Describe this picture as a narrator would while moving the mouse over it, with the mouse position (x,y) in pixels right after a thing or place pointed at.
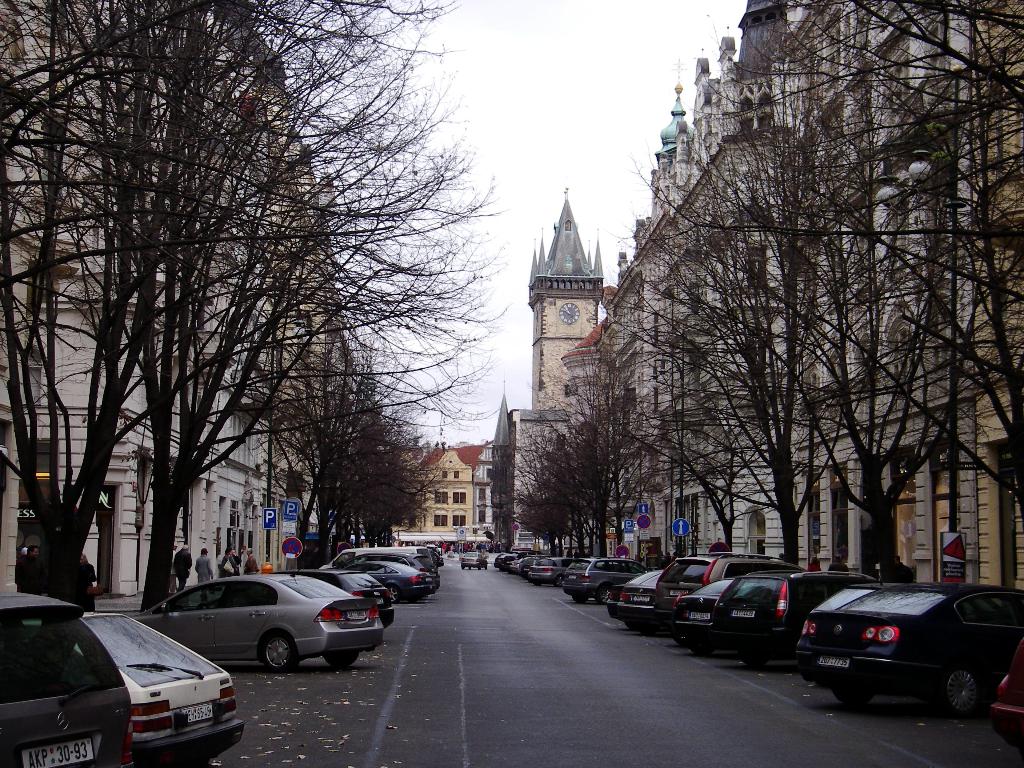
In this image I can see a road (440,581), number of vehicles (1019,670), number of trees (836,296), number of buildings (808,374), few sign boards (266,523) and few people (223,571) over there.
